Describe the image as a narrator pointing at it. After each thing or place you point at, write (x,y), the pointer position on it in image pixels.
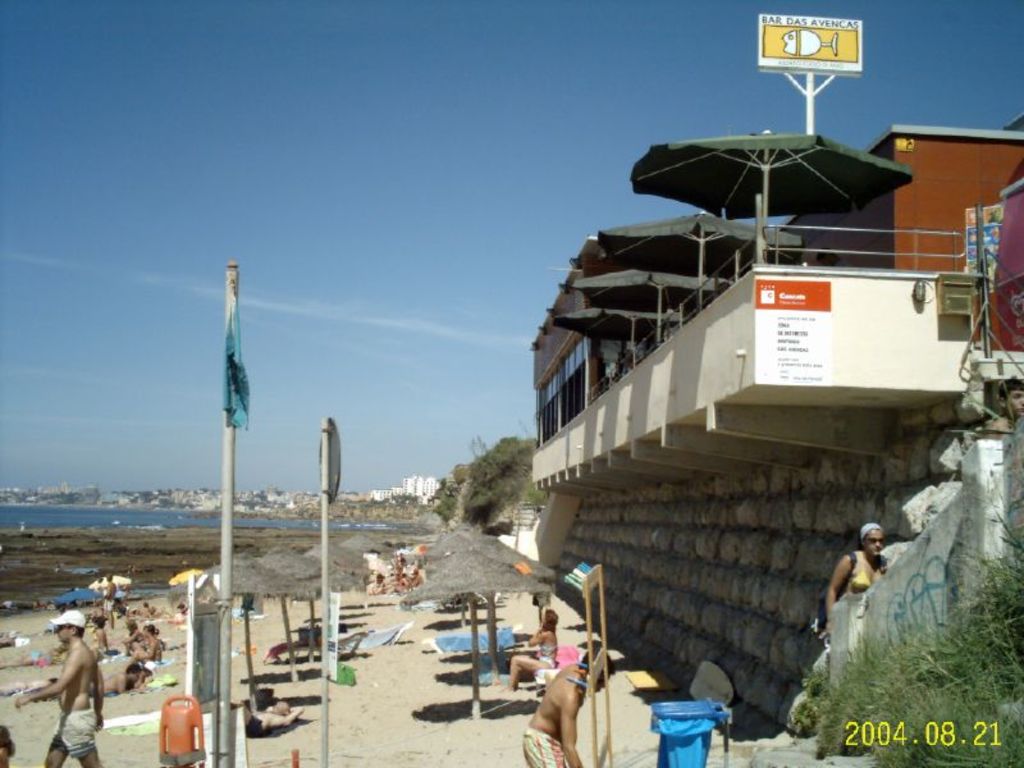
In the foreground (536,679) I can see a group of people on the beach (378,705), poles (290,670), chairs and huts (310,623). In the background (36,476) I can see a building (685,363), mountains (454,486), water (137,523), trees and the sky (329,349). This image is taken may be during a day near the beach (405,755).
